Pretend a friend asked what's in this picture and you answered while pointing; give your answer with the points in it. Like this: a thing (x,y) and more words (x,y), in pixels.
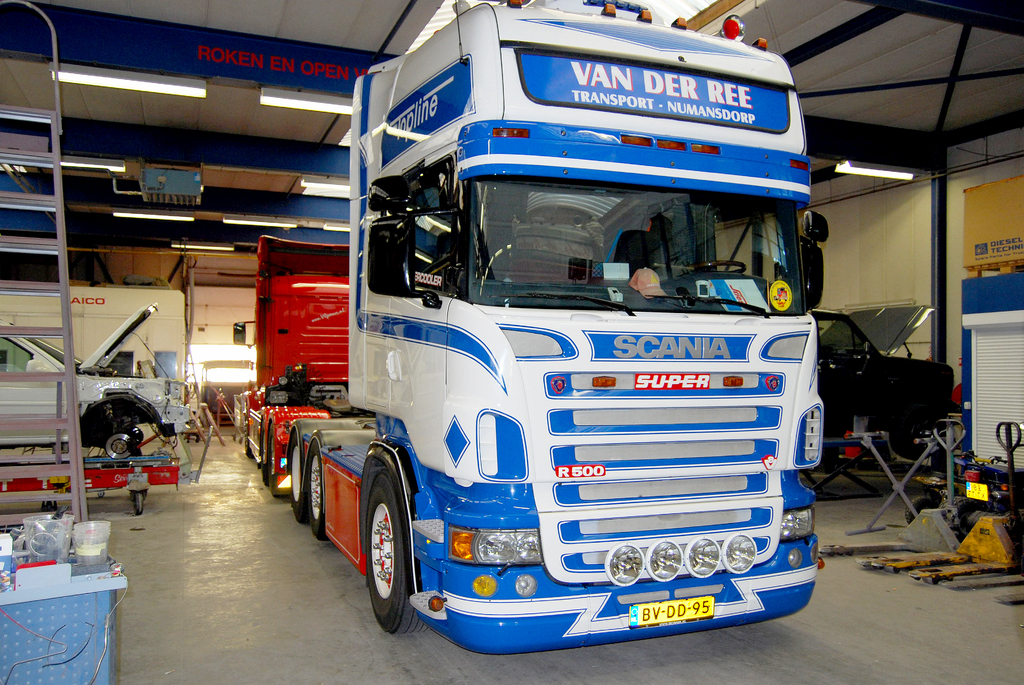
In the image there is a truck (378,439) and other vehicles (248,421) and around the vehicles (169,417) there are many other objects (93,590) and there are lights (286,105) fit to the roof (254,206).
